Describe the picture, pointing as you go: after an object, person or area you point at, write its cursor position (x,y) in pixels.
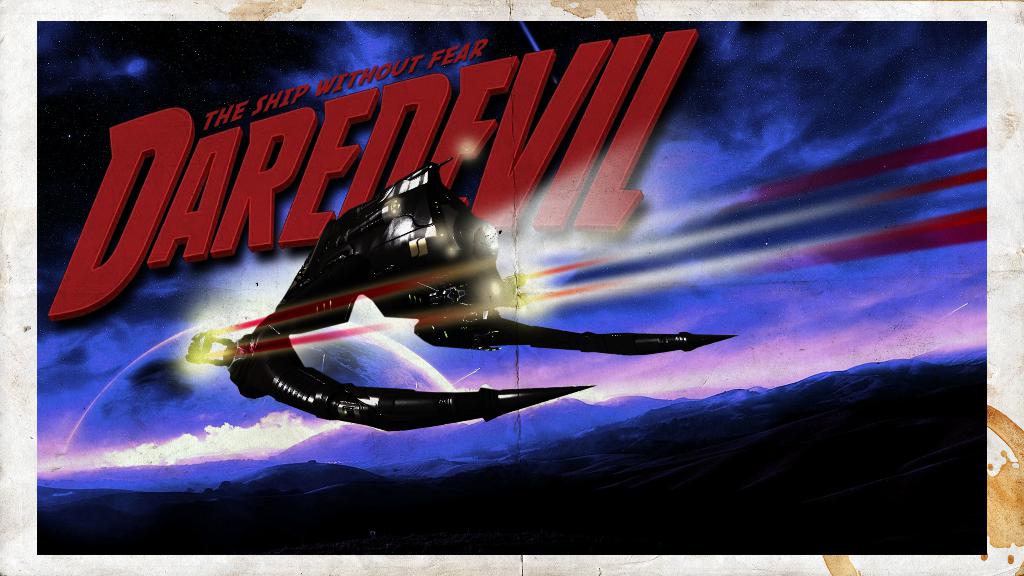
This is a poster and in this poster we can see mountains (978,464), text (443,88) and an animated image (329,401).
